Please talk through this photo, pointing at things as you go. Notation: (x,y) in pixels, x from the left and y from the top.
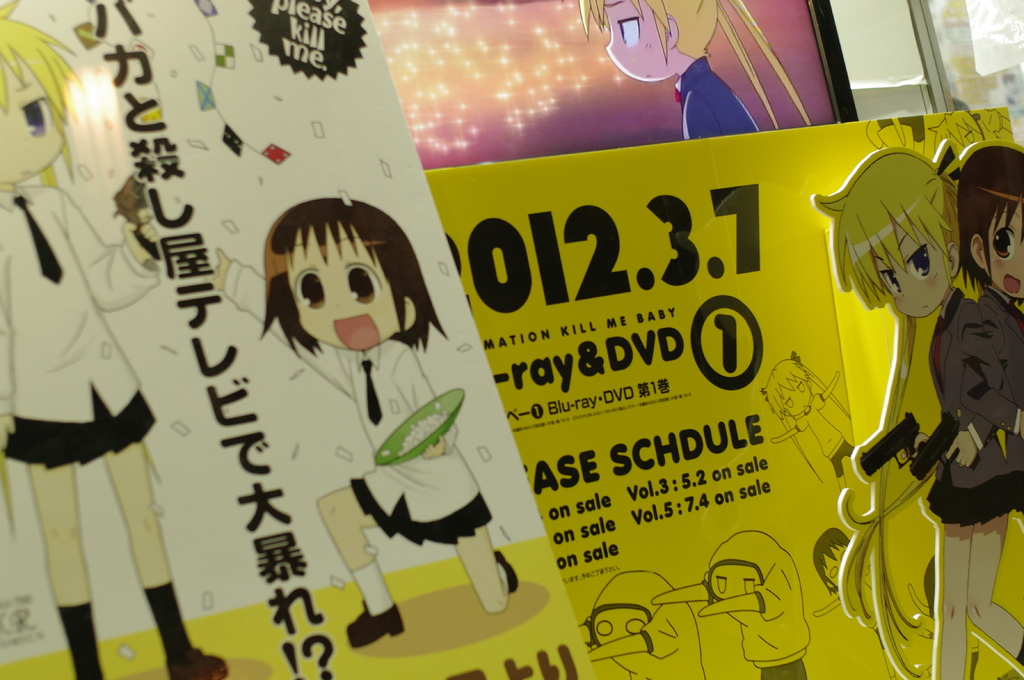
In the foreground of this image (666,642), there are two boards (341,381) and it seems like screen (684,52) on the top (683,52).
